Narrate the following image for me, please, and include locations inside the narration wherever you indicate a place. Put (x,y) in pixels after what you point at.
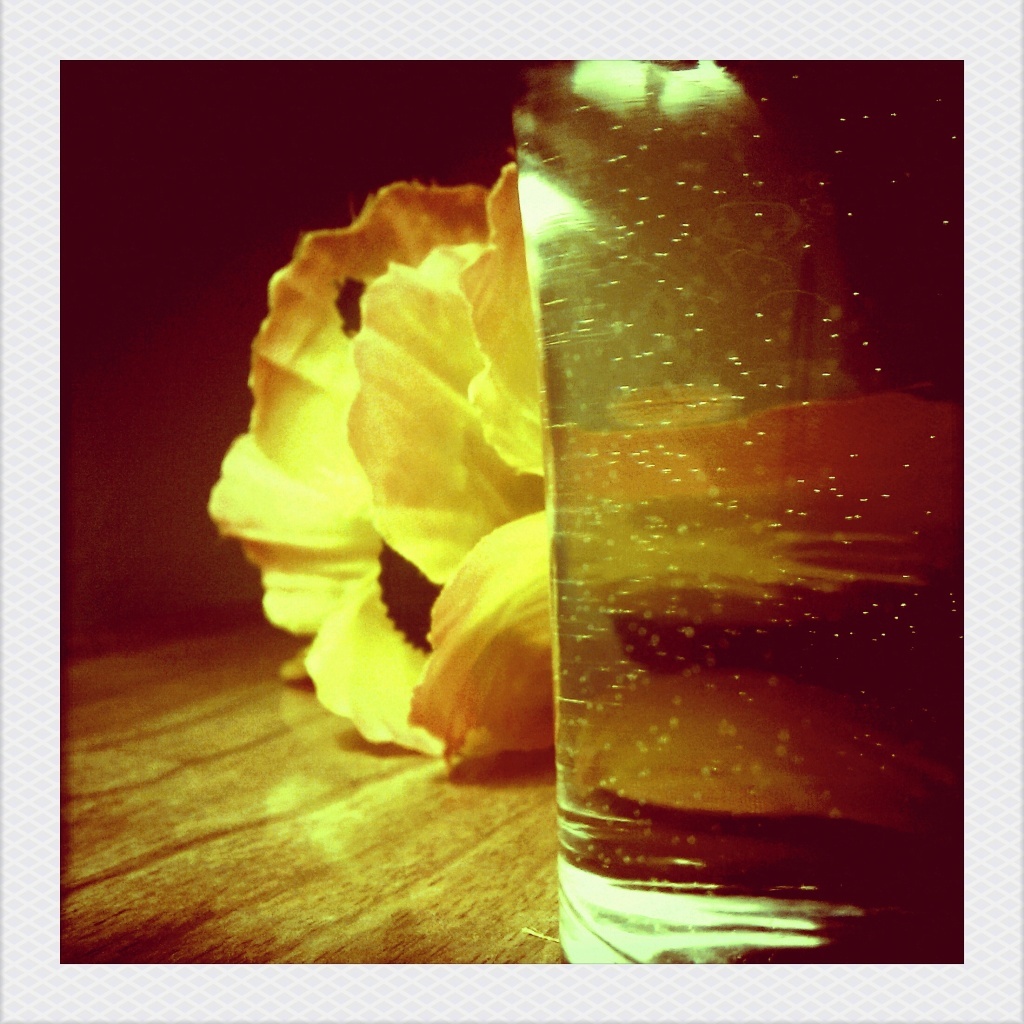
As we can see in the image there is a table (169,646). On table (190,759) there is a glass (762,354) and flowers (464,497).
